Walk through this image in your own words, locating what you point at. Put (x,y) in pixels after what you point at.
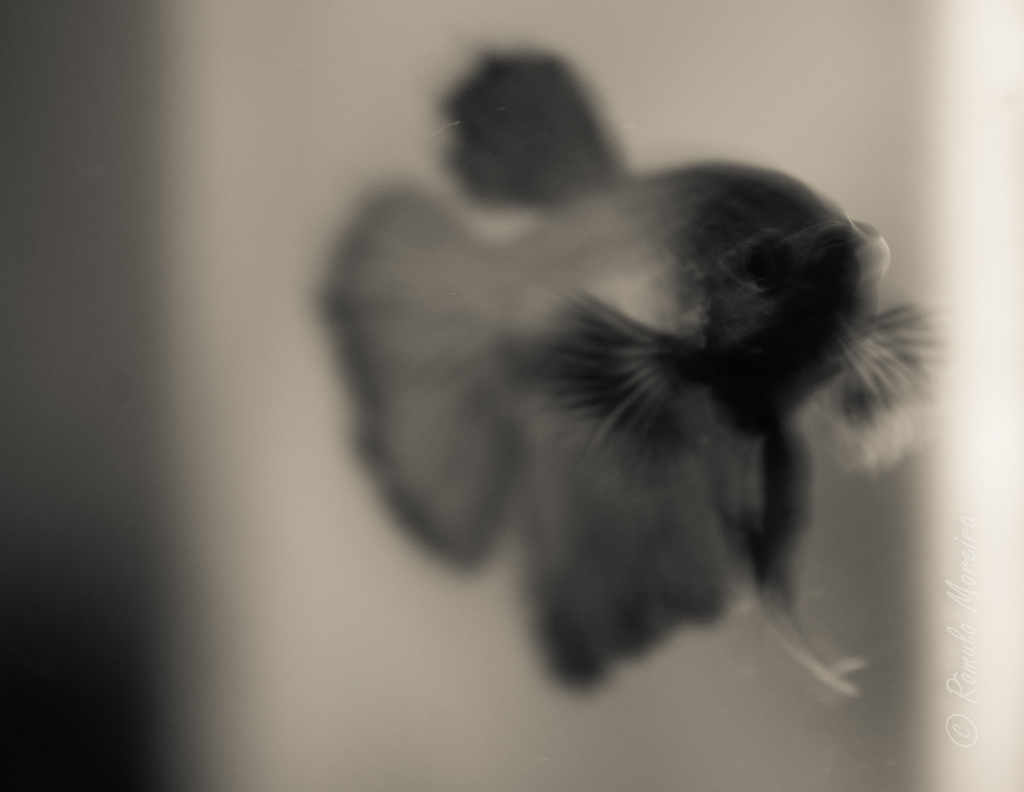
This is a black and white image. Here I can see a fish (473,386) which is facing towards the right side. The background (896,156) is blurred.
